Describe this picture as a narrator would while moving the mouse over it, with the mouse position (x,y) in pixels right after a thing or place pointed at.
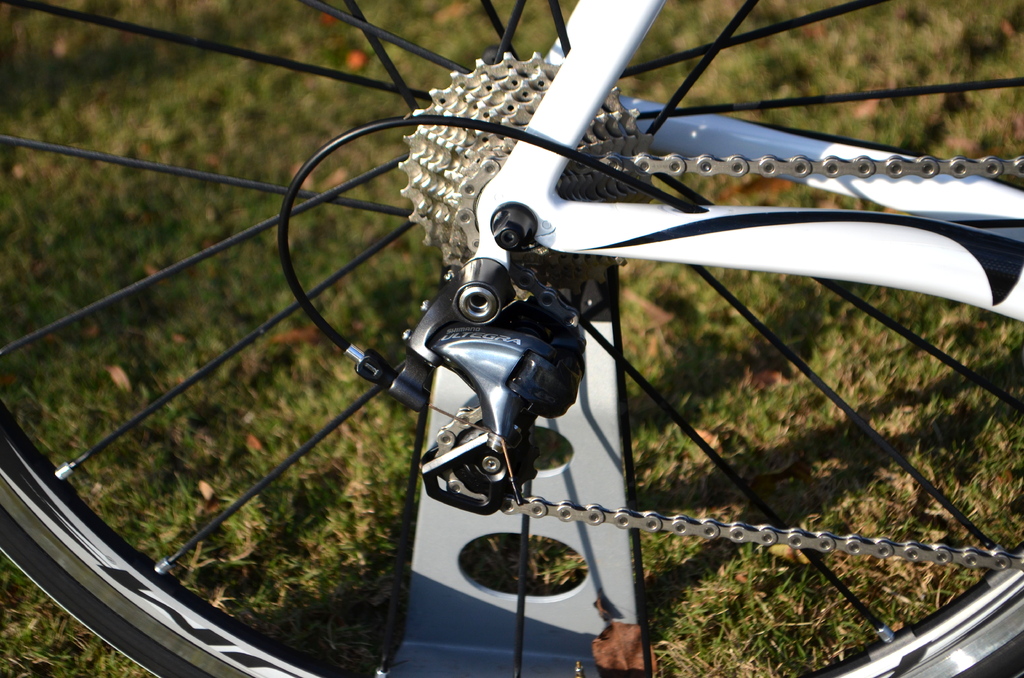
In this image there are parts (960,667) of a bicycle wheel (963,640), and in the background (680,631) there is grass (95,134).
